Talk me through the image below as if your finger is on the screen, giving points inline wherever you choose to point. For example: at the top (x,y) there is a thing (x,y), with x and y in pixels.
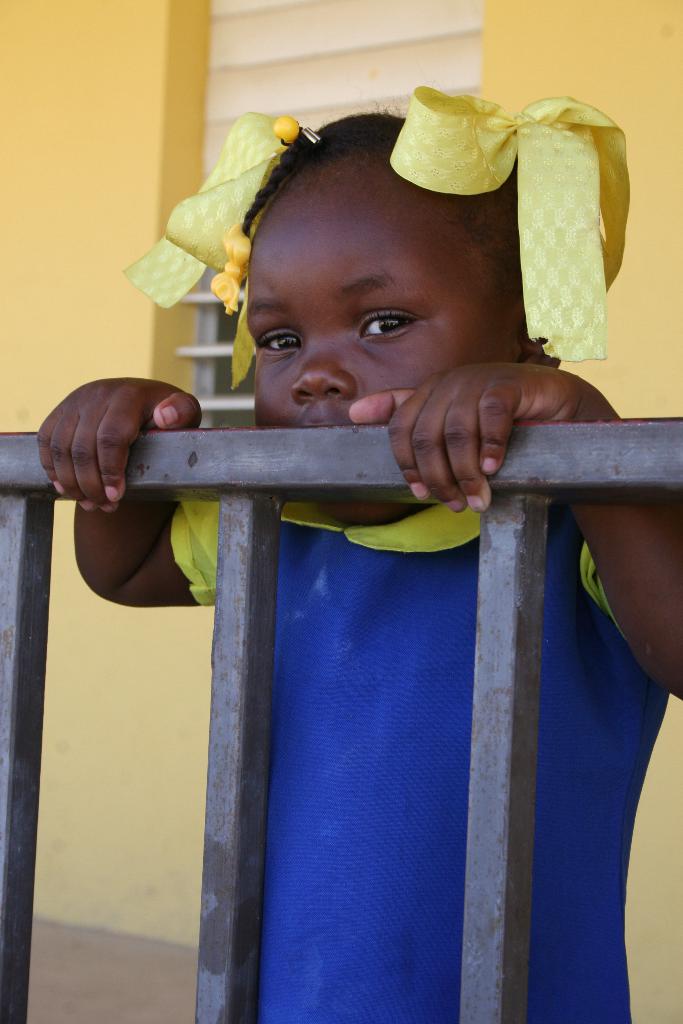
In this picture there is a girl (344,517) standing and we can see rods (34,801). In the background of the image (634,360) we can see wall (176,375) and window (214,316).
